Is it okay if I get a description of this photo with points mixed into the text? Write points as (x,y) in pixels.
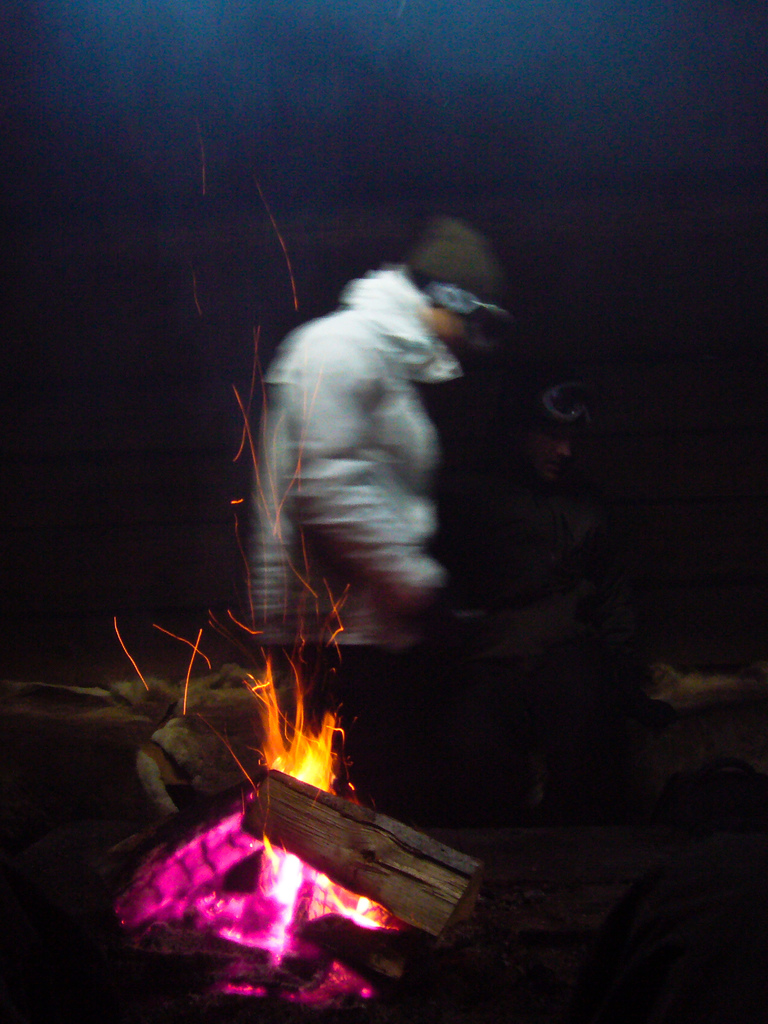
In the foreground of the picture (230,966) there is flame (323,775) and wood (363,827) burning. In the center of the picture (311,573) there are two persons (366,440) wearing jackets (421,510). In the background (340,121) it is dark.
